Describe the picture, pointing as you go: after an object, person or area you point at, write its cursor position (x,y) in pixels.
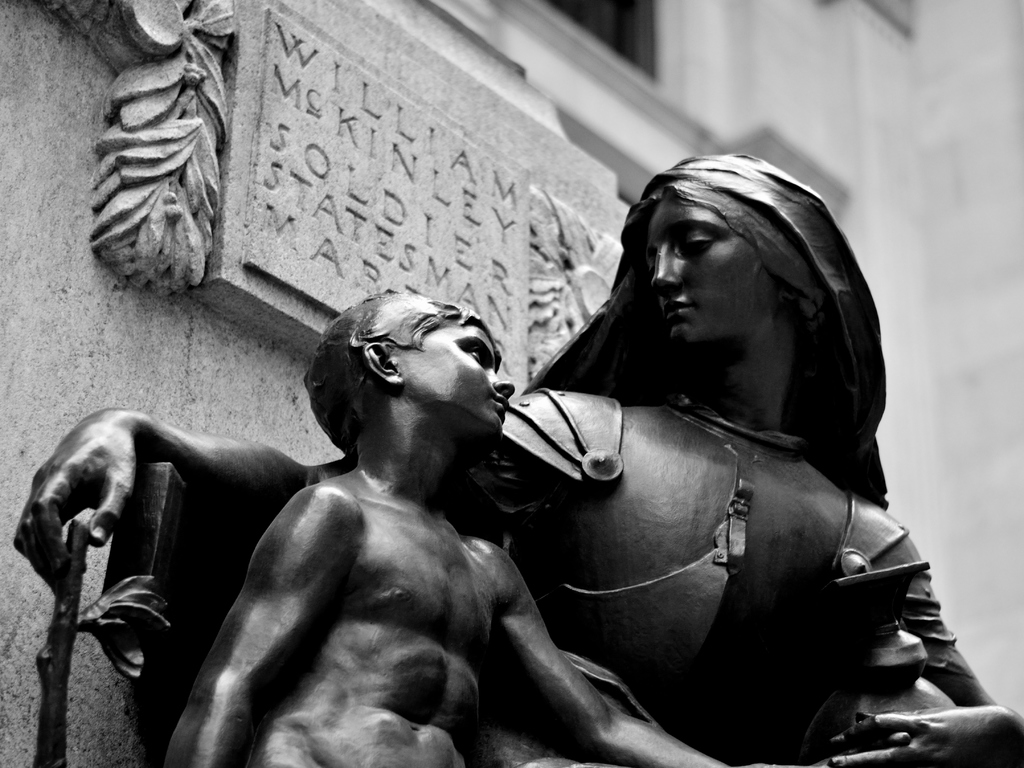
In this image there is a sculpture (588,476), there is a woman (689,413) and a boy (413,587) towards the bottom of the image (629,628), the woman (714,678) is holding an object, at the background of the image (644,163) there is a wall (631,163), there is text (323,184) on the wall (402,161), there is a window (605,28) towards the top of the image (628,30).
